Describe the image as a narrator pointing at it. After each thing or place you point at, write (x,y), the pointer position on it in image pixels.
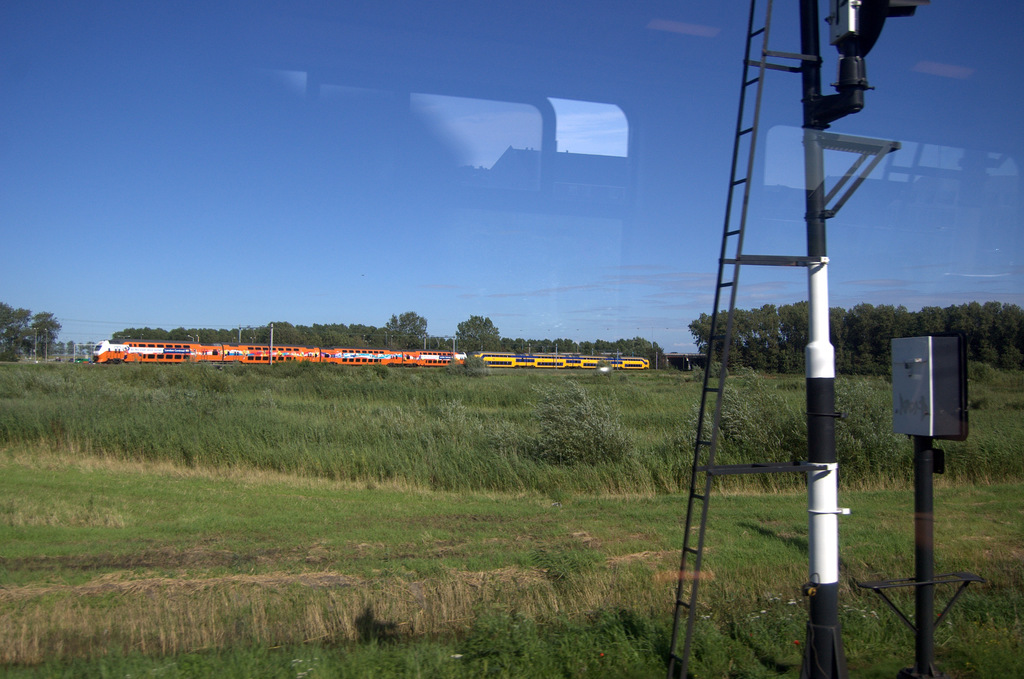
In this picture we can see a train (230,355) on a railway track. Here we can see a farmland (521,394). On the bottom (433,534) we can see grass (344,659). On the right (816,617) we can see train signal (893,8) and pole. In the background (874,326) we can see many trees (794,328), electric poles (46,329) and wires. On the top (387,99) there is a sky (368,96).
